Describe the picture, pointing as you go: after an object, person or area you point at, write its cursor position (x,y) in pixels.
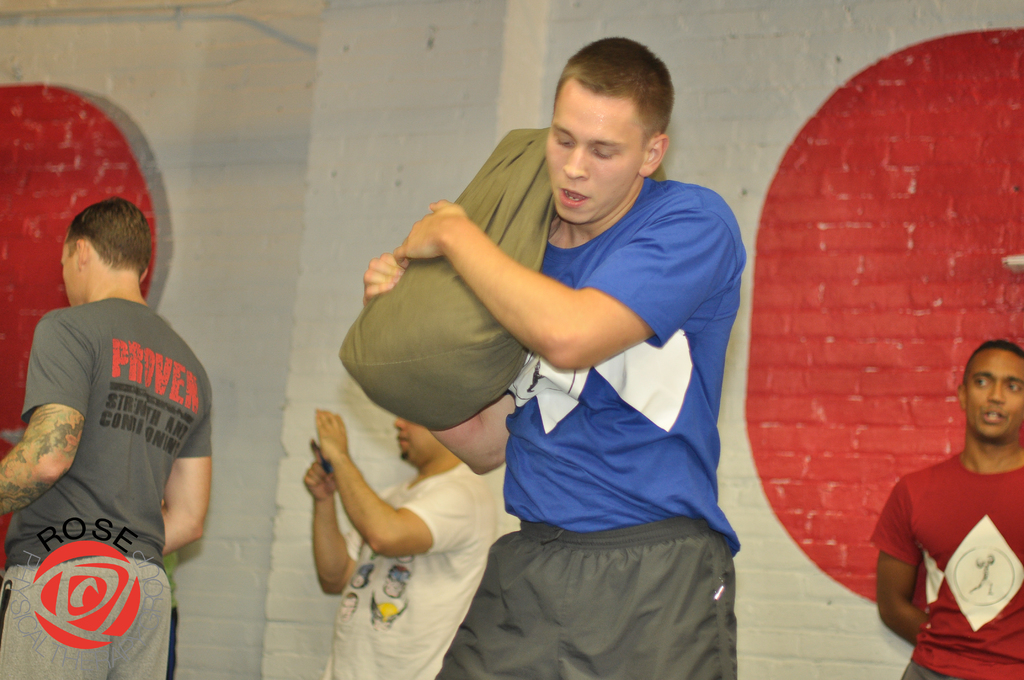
In the picture we can see some men (544,536) are standing on the floor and one man (600,129) is holding a sand bag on his shoulder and in the background (55,114), we can see a wall (720,136) which is white in color and some part of it is red in color.
